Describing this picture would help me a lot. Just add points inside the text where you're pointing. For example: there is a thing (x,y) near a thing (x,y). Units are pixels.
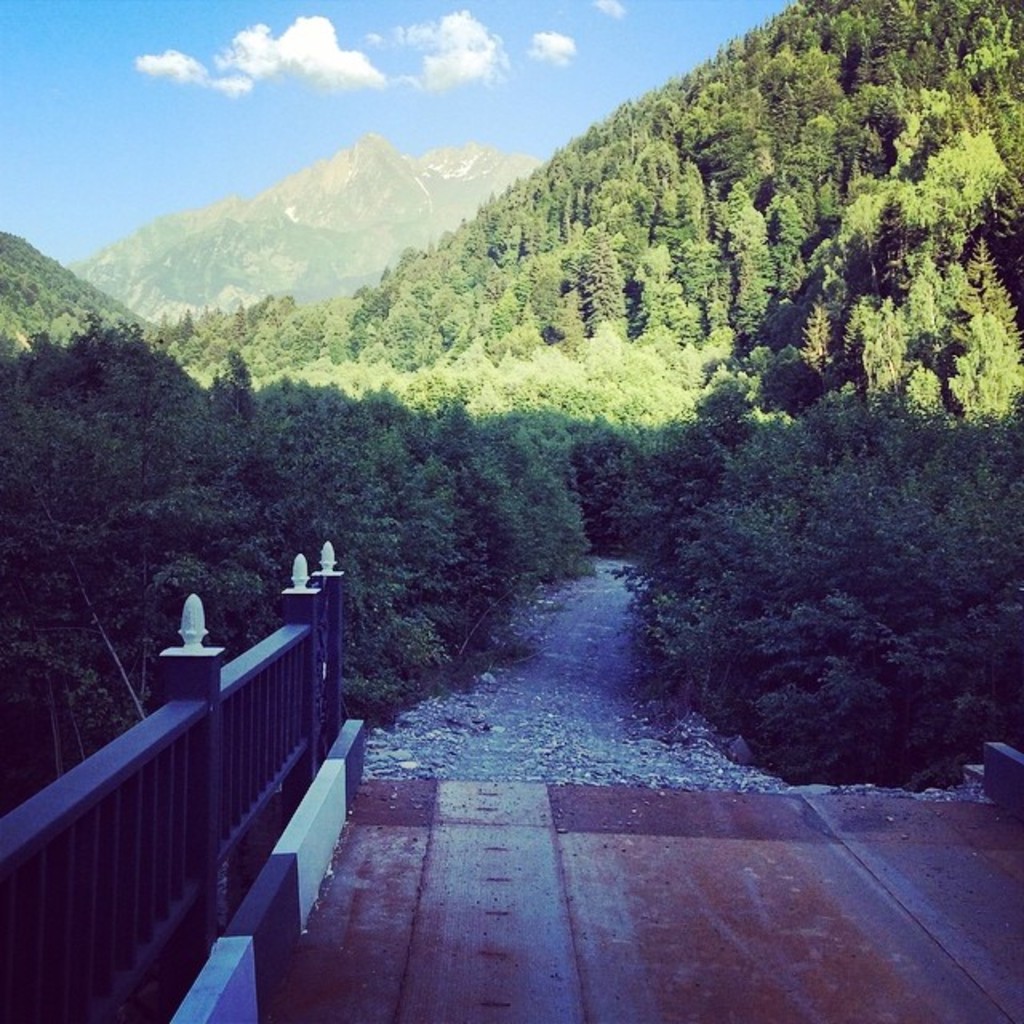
This picture is clicked outside. In the foreground (586,865) we can see an object (957,829) and the metal fence (246,787). In the center (582,671) we can see the path (616,564), trees (500,479), plants (537,526). In the background (528,79) we can see the sky (599,48) and the hills (221,229).
